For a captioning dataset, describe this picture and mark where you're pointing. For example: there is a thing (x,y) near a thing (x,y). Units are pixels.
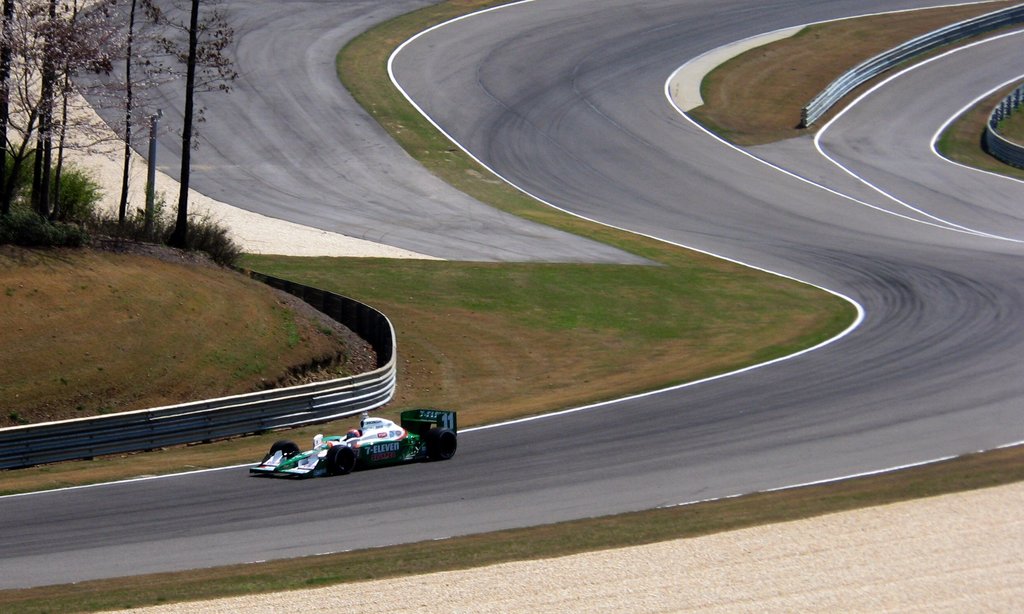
On the left side (317,441), there is a vehicle (294,455) on the road (234,493). In the background (352,161), there are other roads (375,160), there are dividers (375,85) on which, there is grass (744,99), there are trees (49,109), plants (206,227) and grass (191,328) on the ground (191,328) and there is fencing (389,352).
